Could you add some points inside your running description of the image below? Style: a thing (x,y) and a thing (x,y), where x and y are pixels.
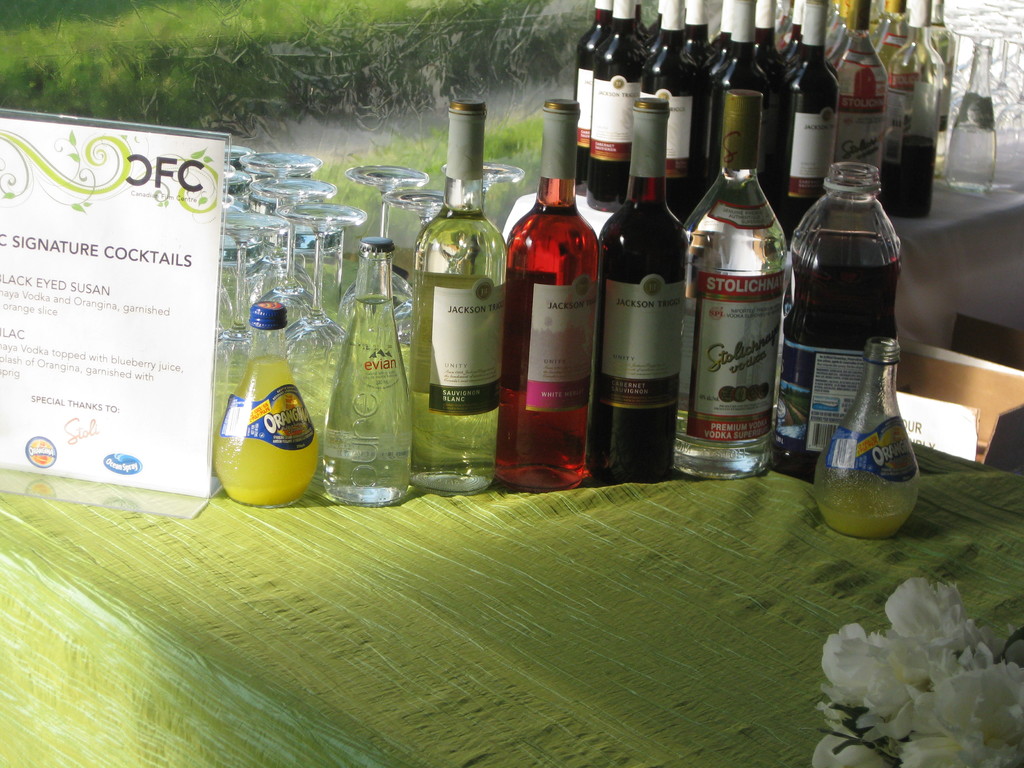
This picture shows a group of wine bottles (577,367) and glasses (245,230) on the table (945,486).
